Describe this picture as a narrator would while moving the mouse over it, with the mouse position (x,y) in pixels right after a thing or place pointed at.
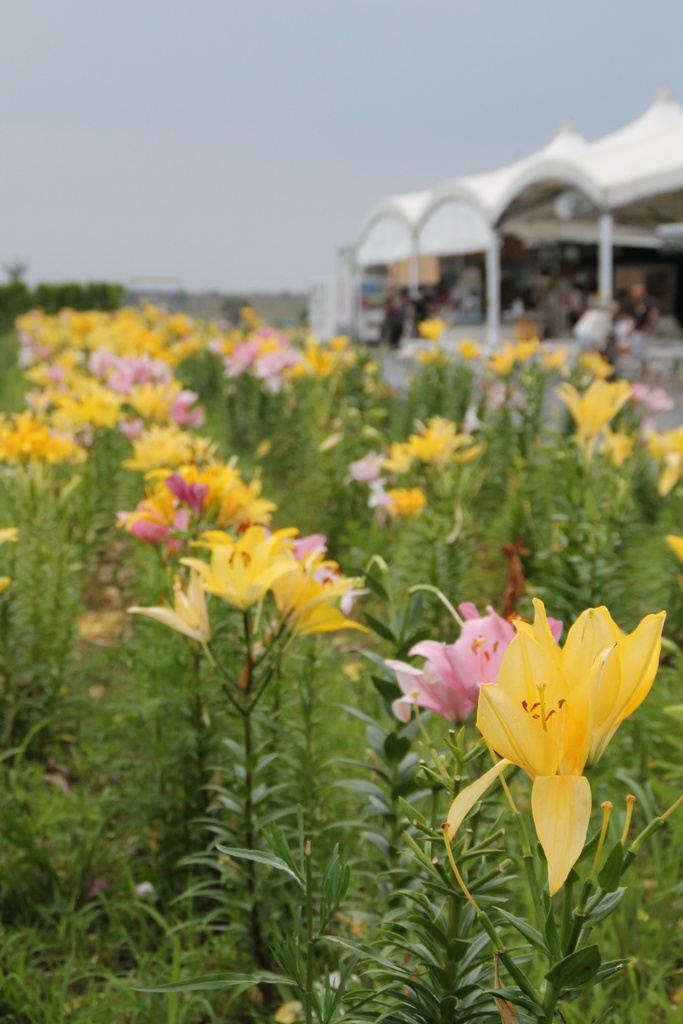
In the center of the image (303,536) we can see plants (591,712) with flowers (521,658). In the background (468,439), we can see it is blurred.
